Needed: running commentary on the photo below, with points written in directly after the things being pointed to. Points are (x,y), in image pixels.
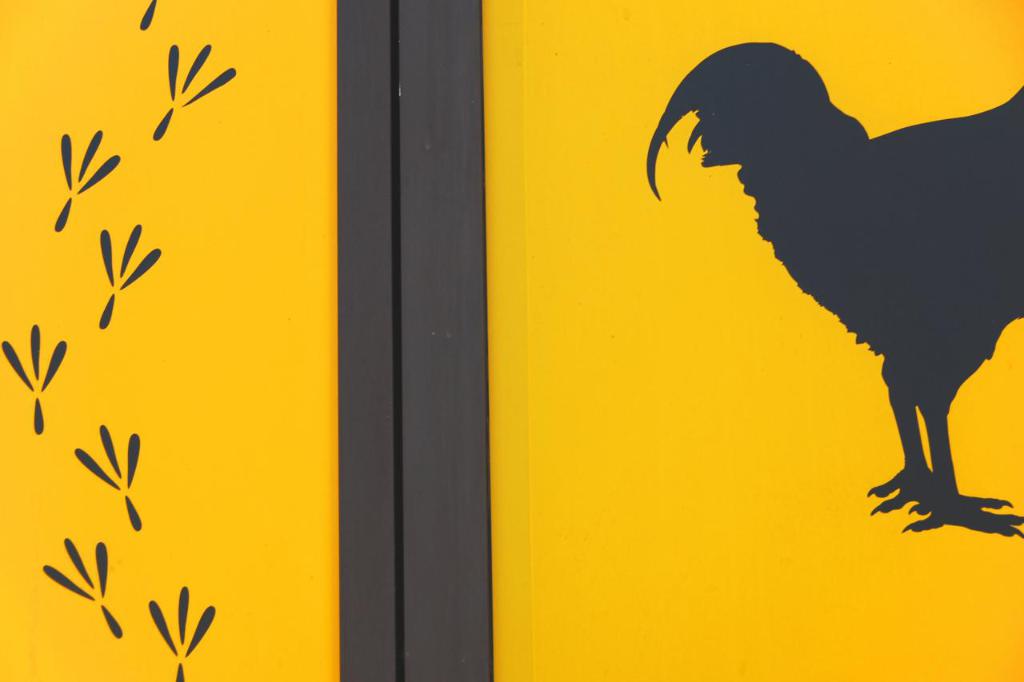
In this picture we can see a wall (619,470), on this wall (599,441) we can see a painting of hen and hen footsteps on it.
